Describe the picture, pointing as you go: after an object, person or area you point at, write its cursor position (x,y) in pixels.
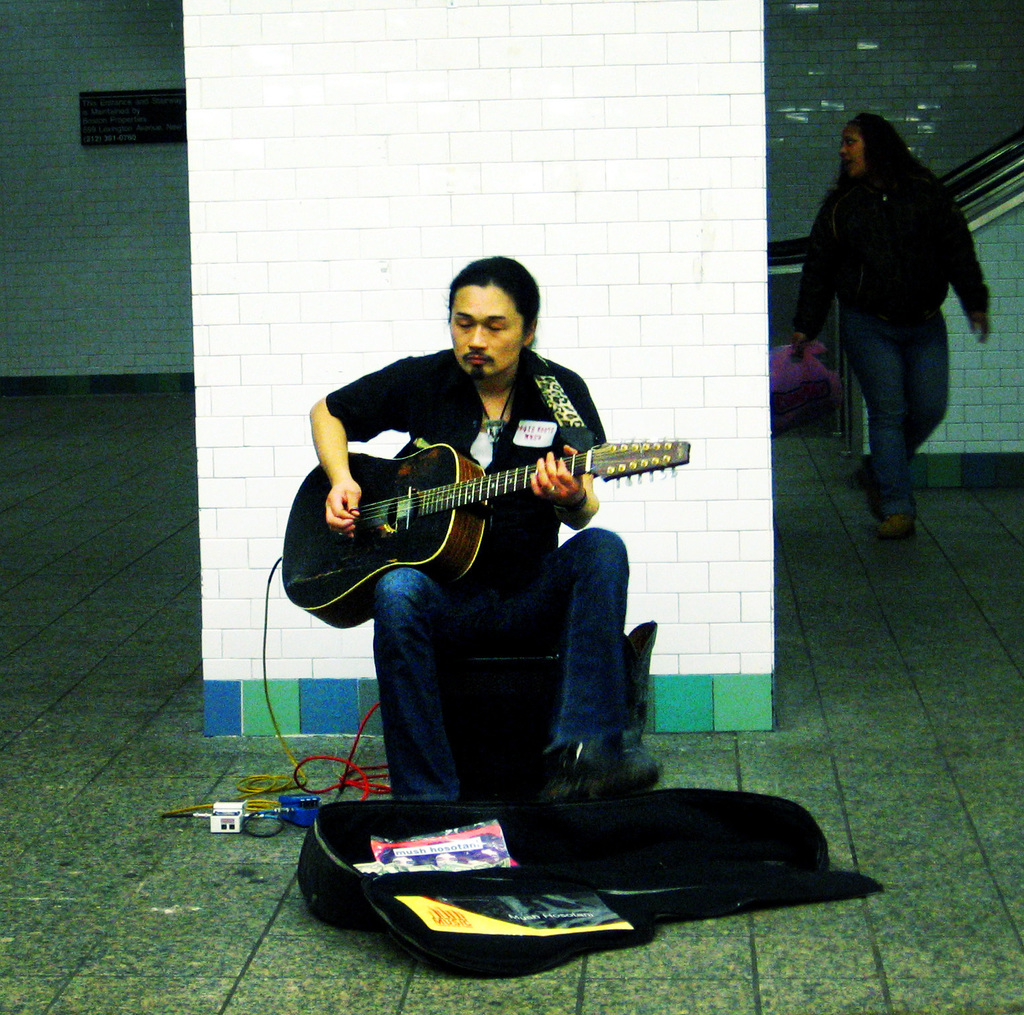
This is a picture taken in a hall (53,771), the man (500,557) in black t shirt (531,530) was sitting on a chair (491,677) and playing guitar (413,511). In front of the man (509,550) there is a box (654,859), books (593,918) and cable (288,752). Behind the man (526,455) there is a wall (623,299) and a person (861,302) is walking on the path (870,556).
